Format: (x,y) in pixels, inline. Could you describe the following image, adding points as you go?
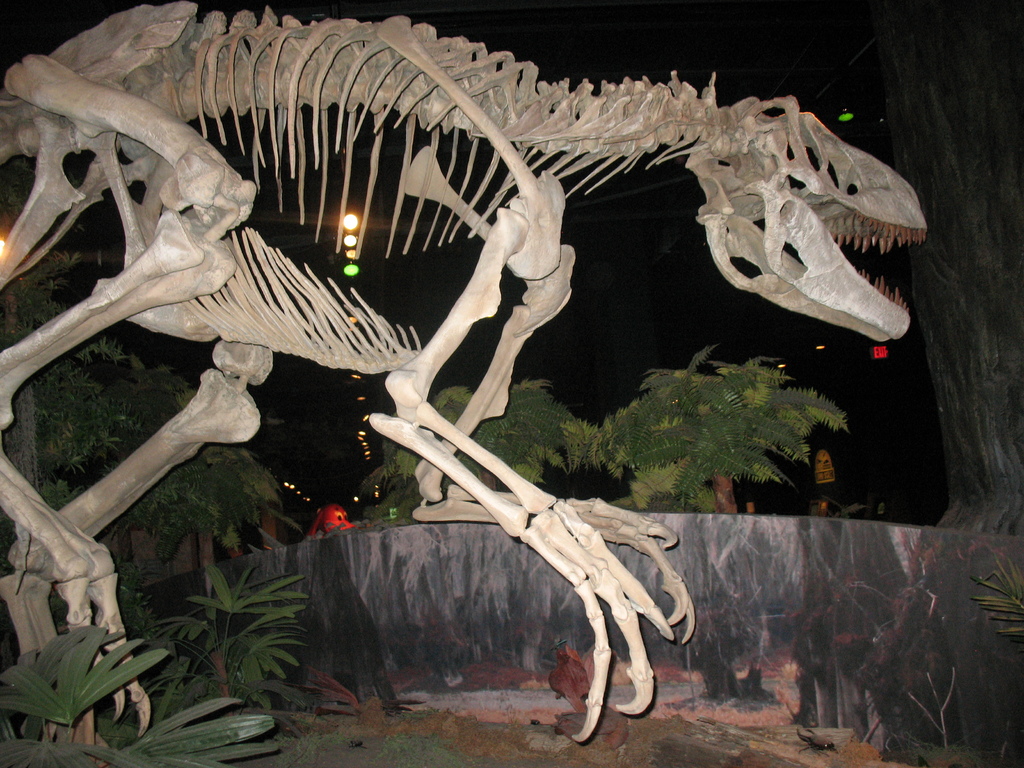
In this picture we can see a skeleton (303,345), in the background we can find few plants (180,516), trees (383,453) and lights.
